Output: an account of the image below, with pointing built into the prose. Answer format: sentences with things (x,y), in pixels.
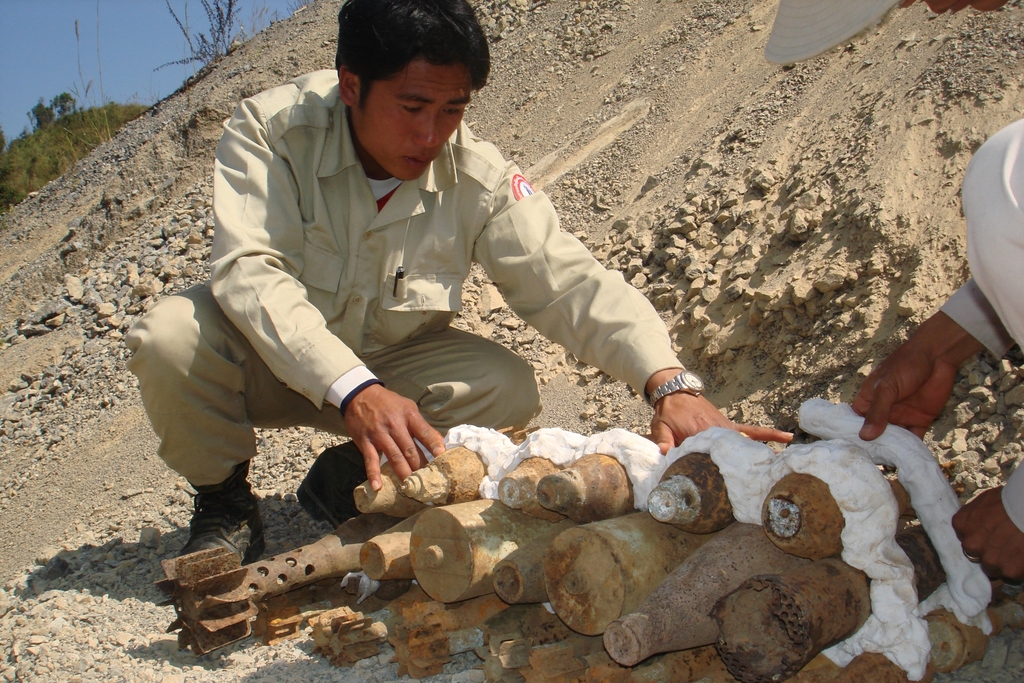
In this picture we can see a man (459,279) wearing a brown color shirt (426,322) and pants (423,348) is sitting on the ground (590,44) and arranging the mine bombs (538,512). In the background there are some trees (92,136).
